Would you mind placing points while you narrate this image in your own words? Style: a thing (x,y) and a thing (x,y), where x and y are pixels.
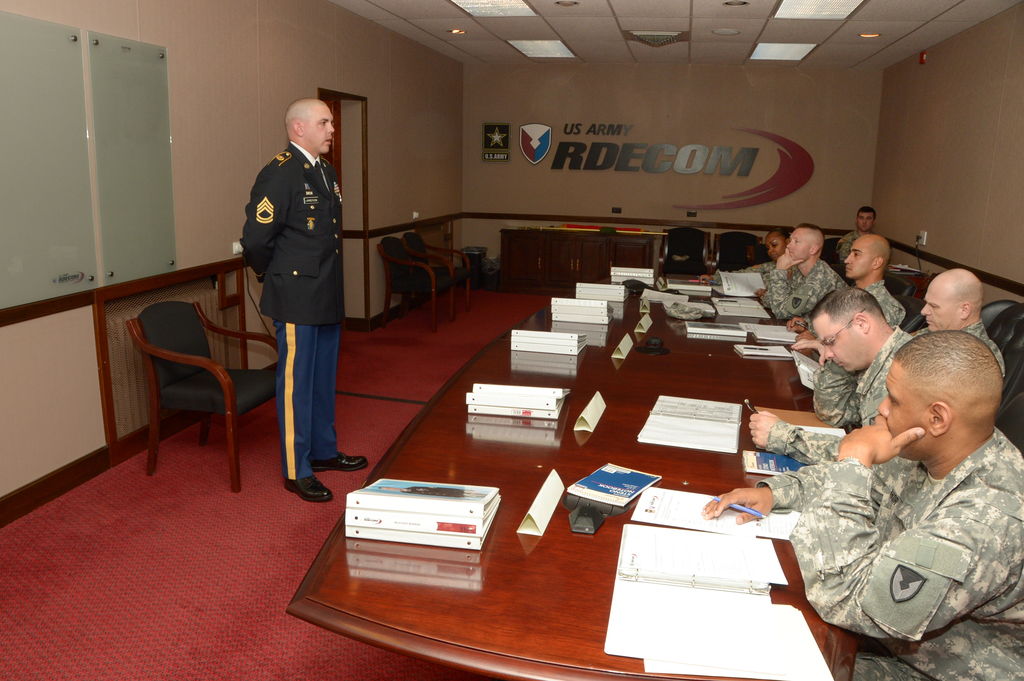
on the desk (486,564) the papers (679,513) and the files (672,411) are kept. on the right side (877,286) people (796,244) are sitting in a uniform (879,483) and on the left (312,321) a person (308,300) is standing. behind him there is a chair (204,368). at the back of the room (514,169) us army rdecom (565,153) is written on the wall (686,178).
